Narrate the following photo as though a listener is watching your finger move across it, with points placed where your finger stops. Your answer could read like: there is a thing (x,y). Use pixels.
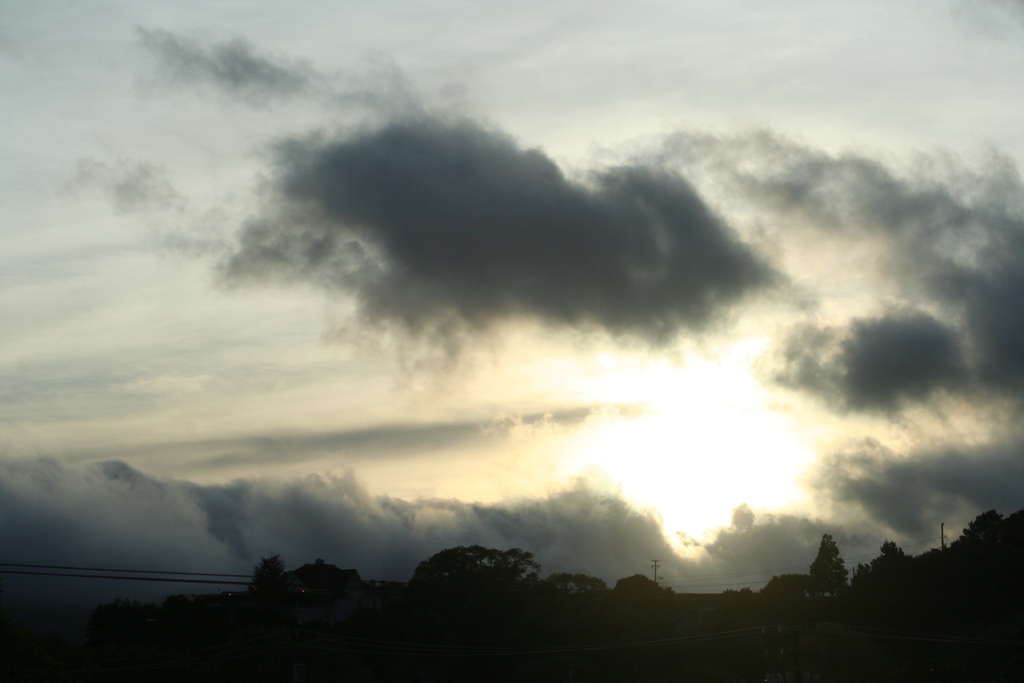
At the bottom of the picture (290,615), it is black in color. There are trees (812,578), electric poles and wires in the background (584,588). At the top of the picture (498,162), we see the sky (221,343) and the sun (761,439). This picture might be clicked in the early morning.
